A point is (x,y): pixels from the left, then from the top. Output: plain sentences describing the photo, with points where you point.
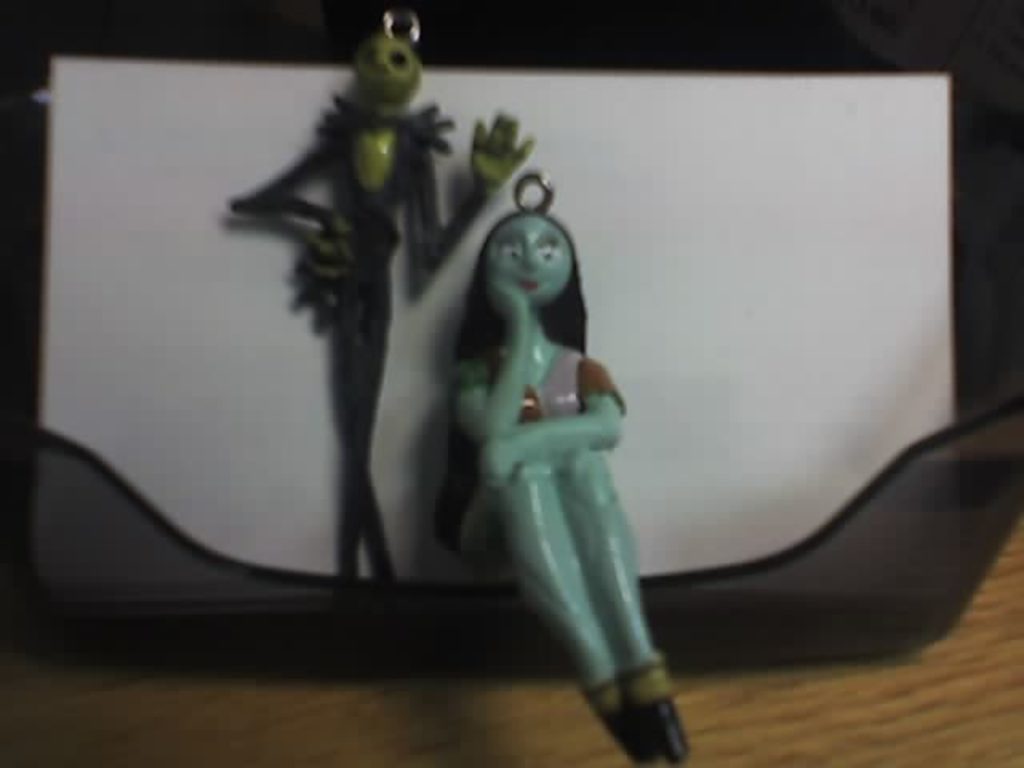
In this picture we can see an object (55,499), paper (308,553), two toys (319,243) and these all are placed on a wooden surface (512,754) and in the background (512,45) it is dark.
